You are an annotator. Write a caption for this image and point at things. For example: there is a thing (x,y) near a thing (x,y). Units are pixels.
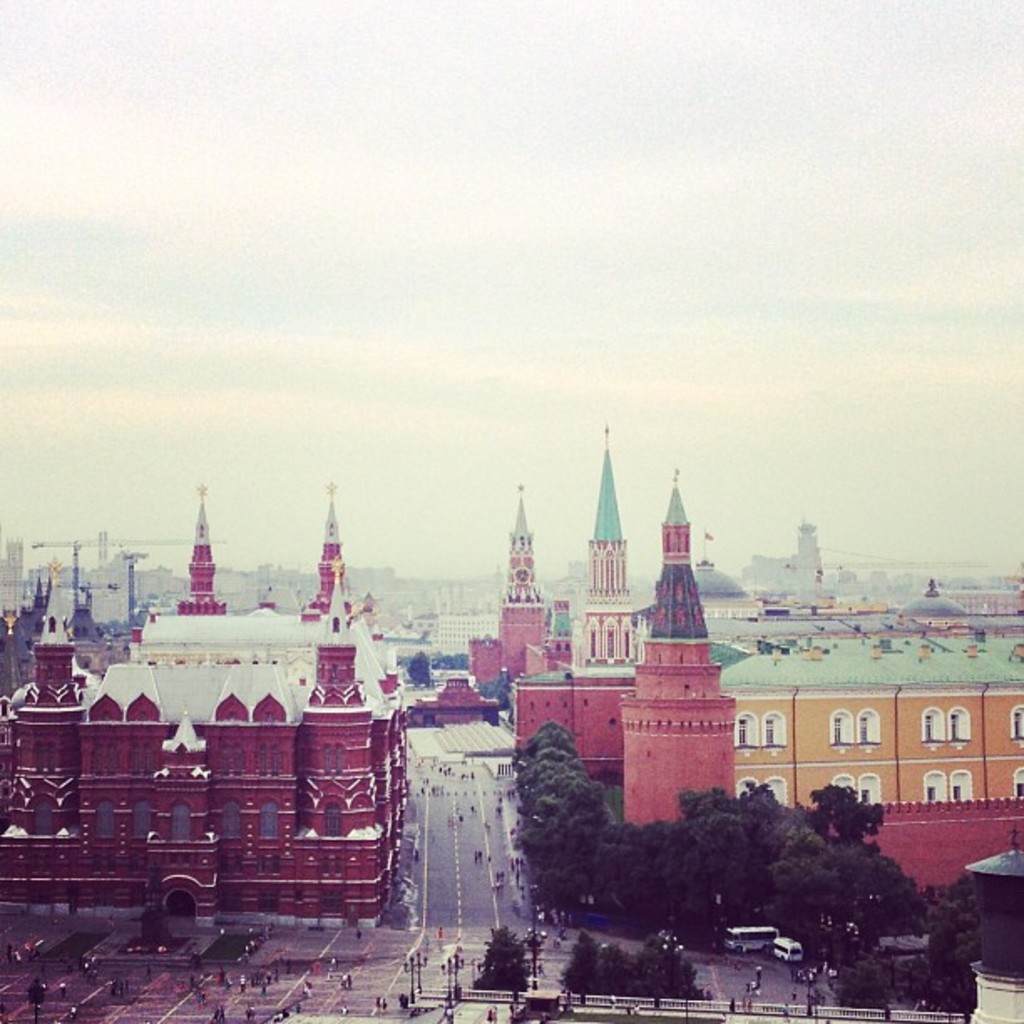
In this picture we can see buildings (594,674) with windows (860,794), trees (786,882), vehicles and some people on the roads (450,924) and in the background (145,353) we can see the sky (263,218).
